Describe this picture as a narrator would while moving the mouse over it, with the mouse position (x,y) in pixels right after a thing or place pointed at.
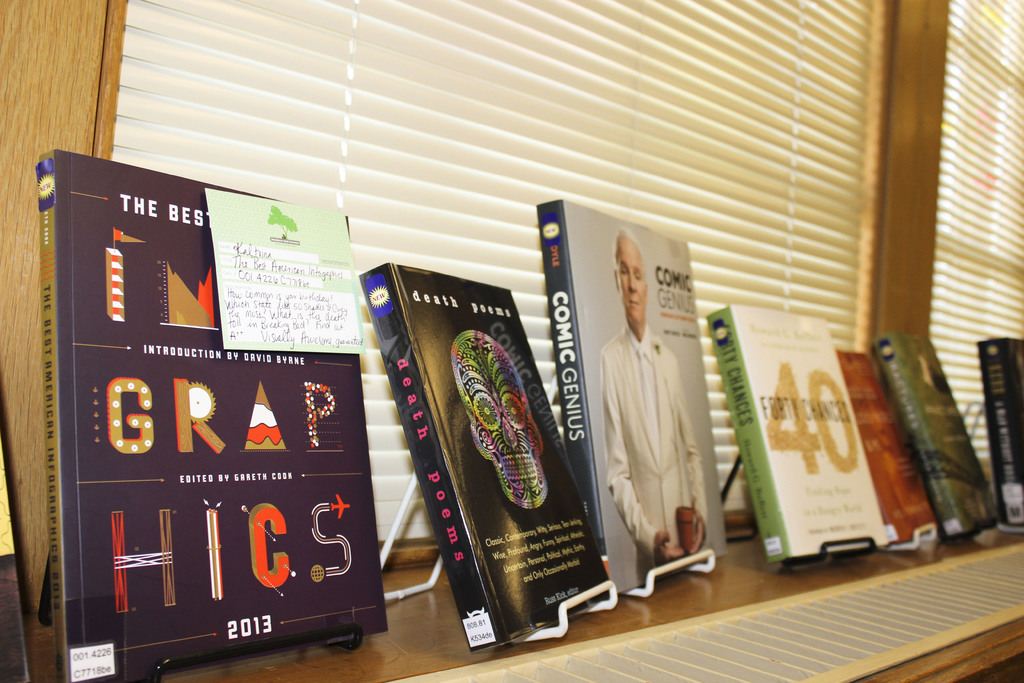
There are curtains (406,128). Near to that there are many books (648,435) kept on stand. On the books (309,421) something is written. Also there is an image (621,394) of a person (638,413).
